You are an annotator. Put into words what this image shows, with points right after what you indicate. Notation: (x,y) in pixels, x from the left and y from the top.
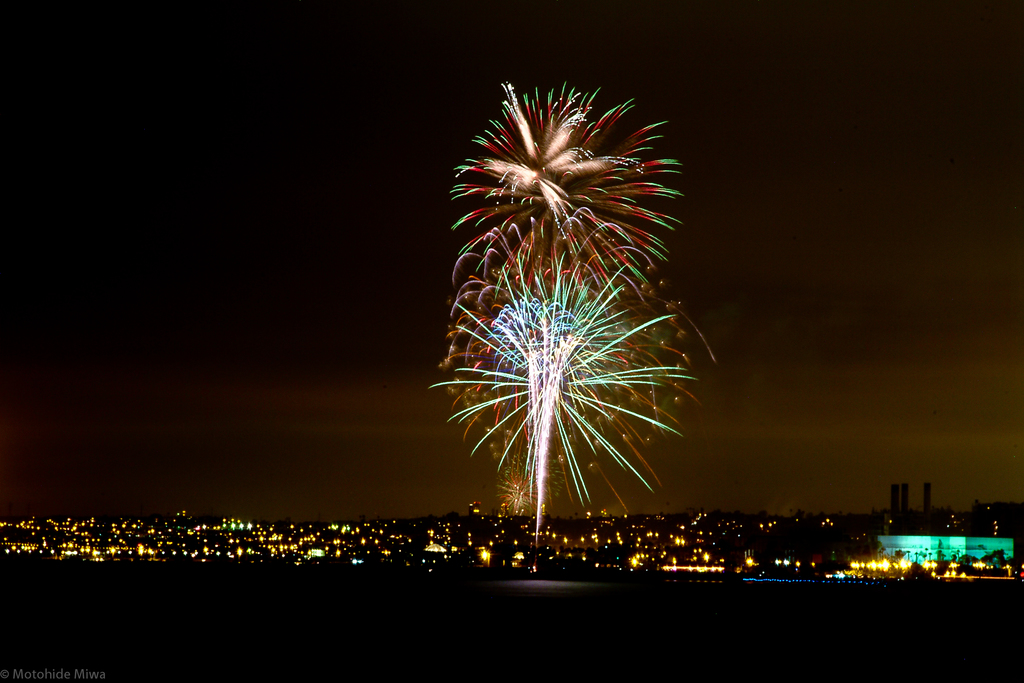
At the bottom of the image (151,524) there are lights (258,539). And also there are buildings (931,530) and trees (623,557). And also there are fireworks (535,266). And there is a dark background (14,439).
